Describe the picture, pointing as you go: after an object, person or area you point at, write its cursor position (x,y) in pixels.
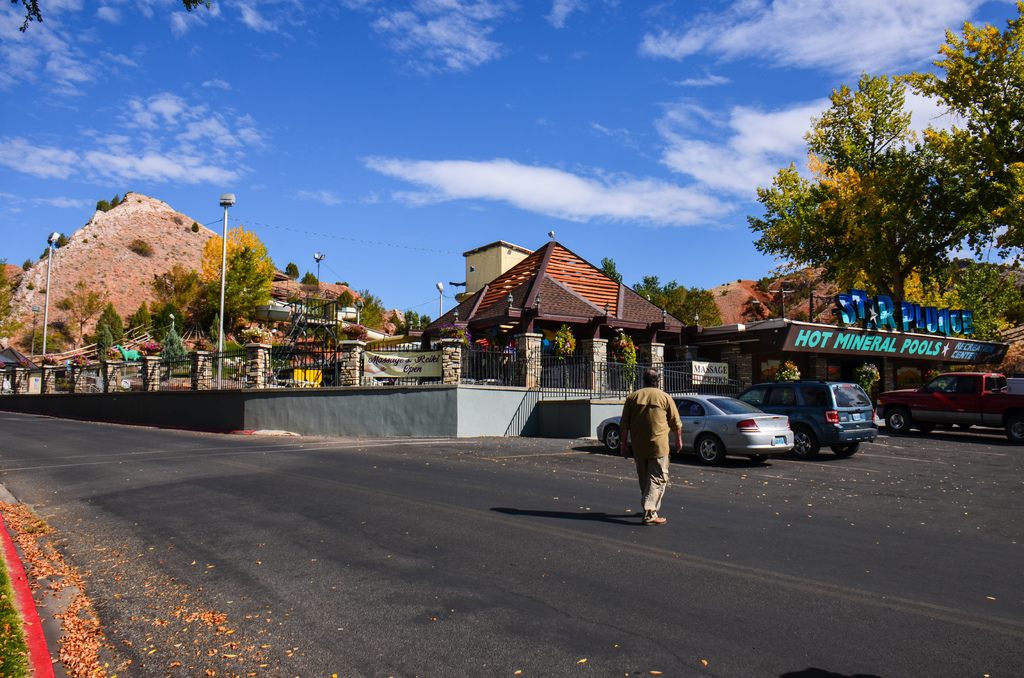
In this image I can see a person (664,452) wearing brown shirt (650,423), pant (657,476) and footwear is standing on the road (659,537). I can see few cars (726,449), few buildings (829,373), a mountain (126,277), few trees (194,296), few poles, a banner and the sky (476,166).
